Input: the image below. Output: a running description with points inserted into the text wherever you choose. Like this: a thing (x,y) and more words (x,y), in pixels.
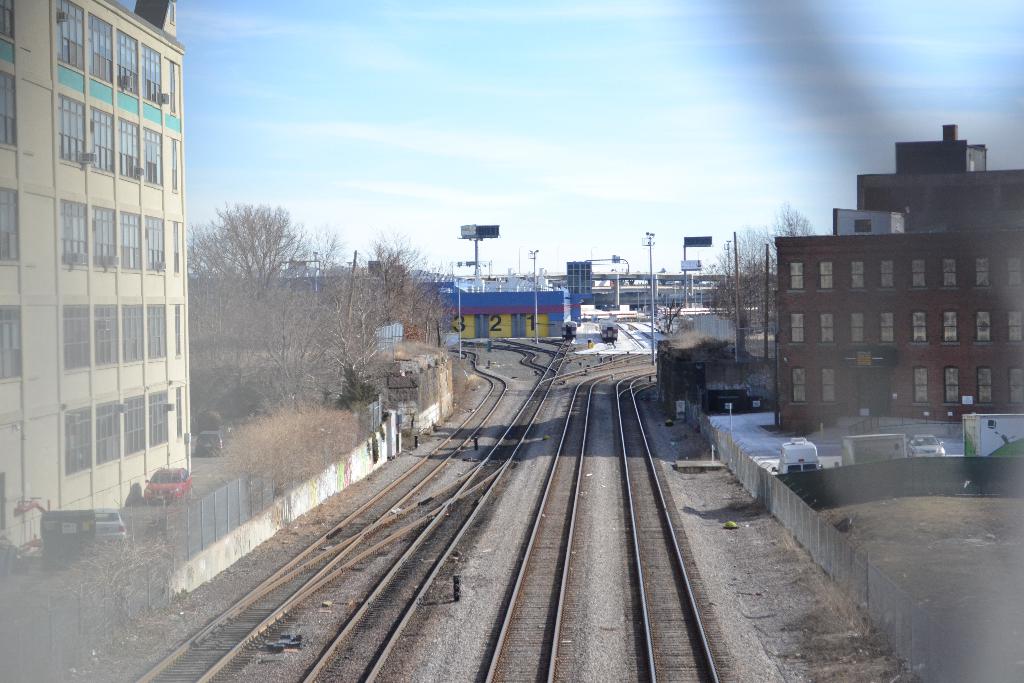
As we can see in the image there is a railway track (537,499), vehicles (108,511), fence (237,525), buildings (20,168), trees (430,336) and at the top (616,75) there is sky (601,73).
